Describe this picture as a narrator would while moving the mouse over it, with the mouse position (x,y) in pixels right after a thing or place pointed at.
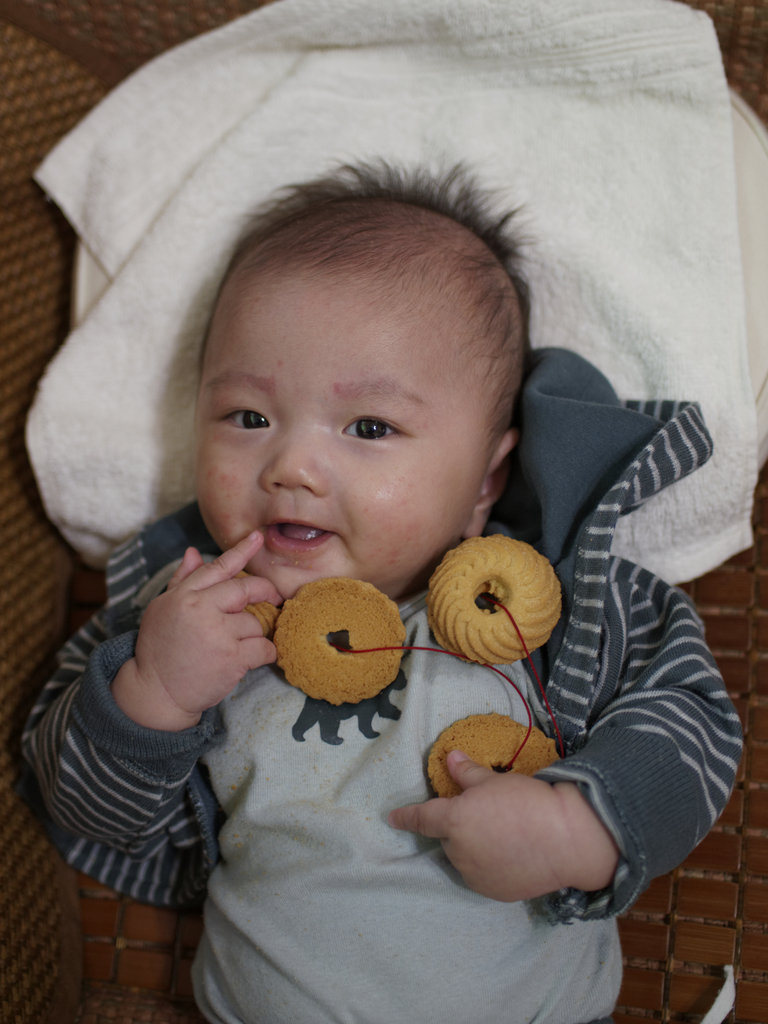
In this image we can see a baby (262,647). Behind the baby (311,219) there is a cloth (367,144). Also we can see cookies (453,626) on the baby (285,718).
